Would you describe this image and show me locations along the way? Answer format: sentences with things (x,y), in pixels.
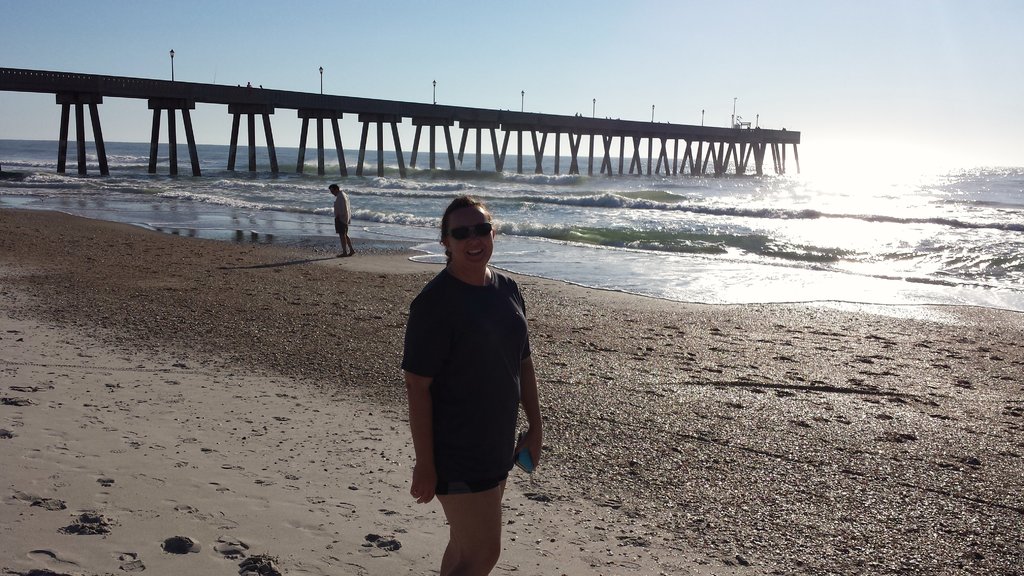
There is one woman (499,423) standing and holding an object (528,456) is at the bottom of this image (475,474). We can see a man (338,213) standing in a beach area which is in the middle of this image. There is a bridge (92,106) at the top of this image (492,126) and the sky (390,45) is in the background (443,48).
